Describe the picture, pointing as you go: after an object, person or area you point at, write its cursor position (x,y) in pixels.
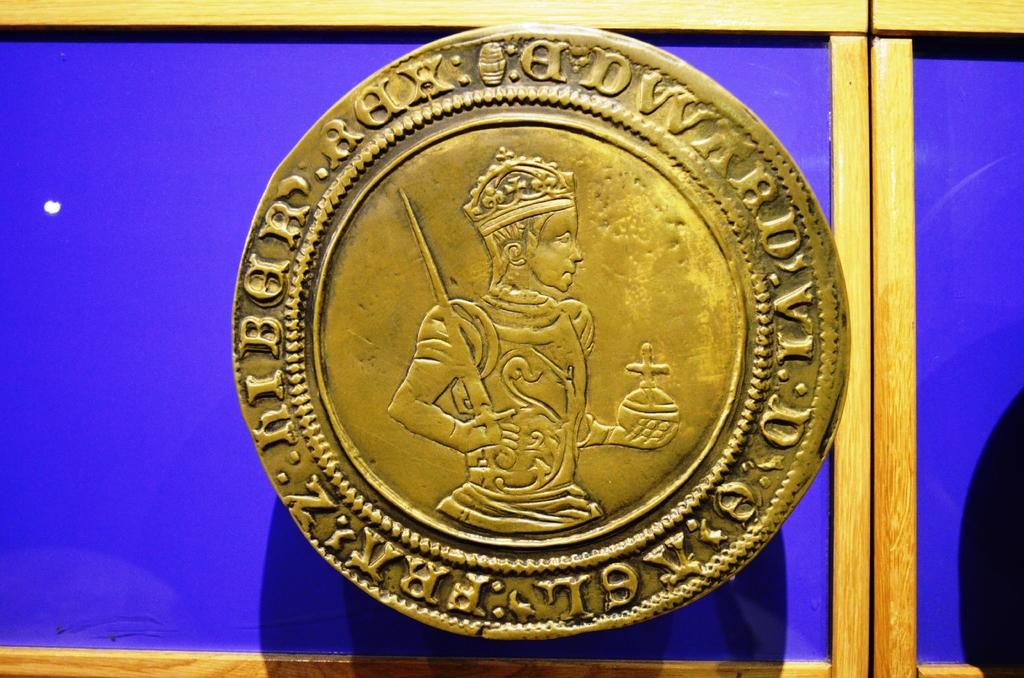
In this picture I can see a coin (623,210) with some letters (664,541) and a structure (477,227) of a person (429,346) on the coin (704,379), and in the background (202,314) there is a board (235,109).
